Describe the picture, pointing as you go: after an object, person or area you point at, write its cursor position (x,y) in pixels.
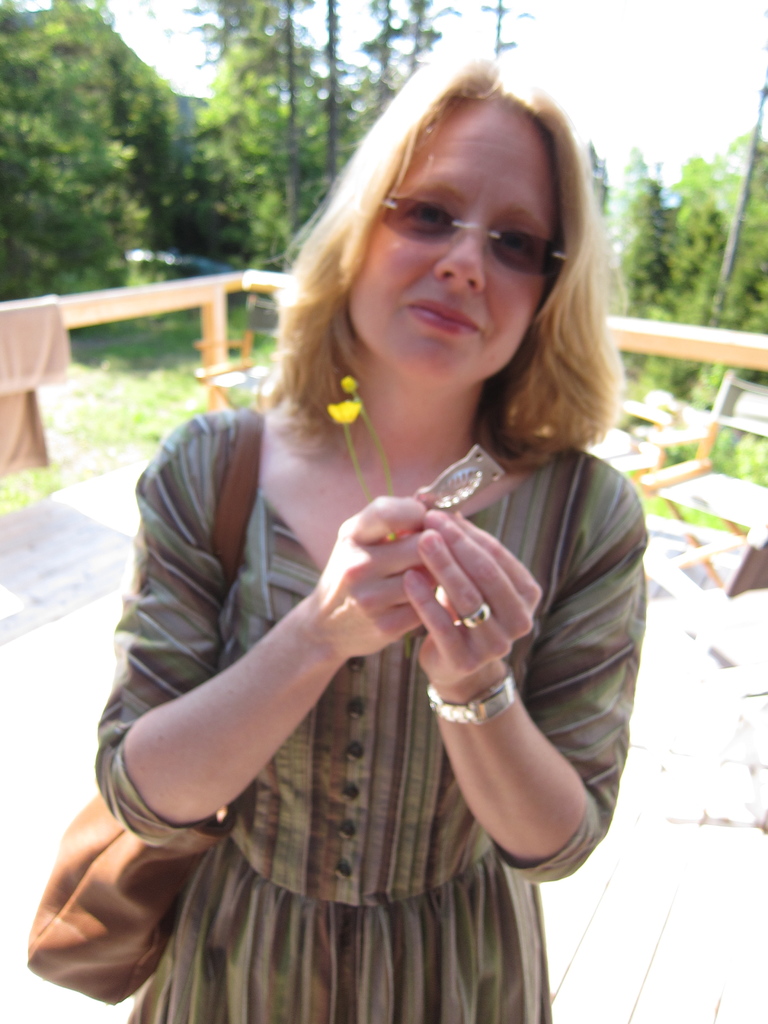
In this picture we can see a woman (355,936) wearing a bag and holding an object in her hand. There is a cloth (55,375) on a wooden object (83,322). We can see a few trees (277,257) in the background (762,197).
